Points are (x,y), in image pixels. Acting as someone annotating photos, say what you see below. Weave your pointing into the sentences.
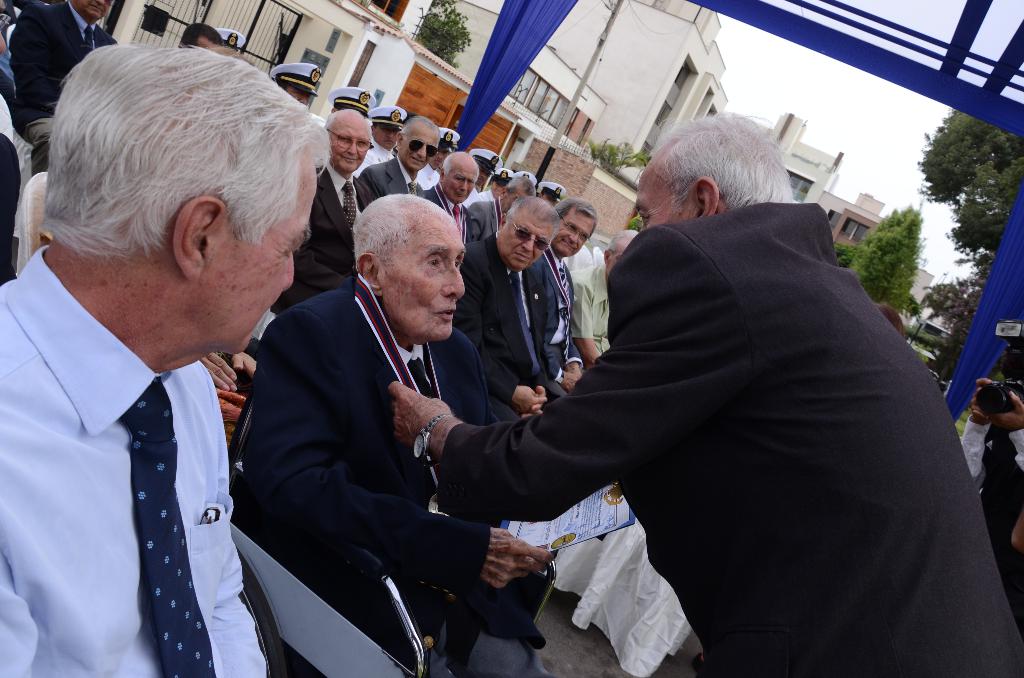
In this image there are group of people (426,291) sitting, and one person (735,349) is standing and he is doing something. And in the background (404,99) there are some buildings (803,152), curtains (976,330), trees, poles (621,7) on the right side (1013,425) there is one person (989,419) who is holding the camera (996,412) and clicking pictures. At the bottom of the image (618,561) there is a cloth (622,565).
